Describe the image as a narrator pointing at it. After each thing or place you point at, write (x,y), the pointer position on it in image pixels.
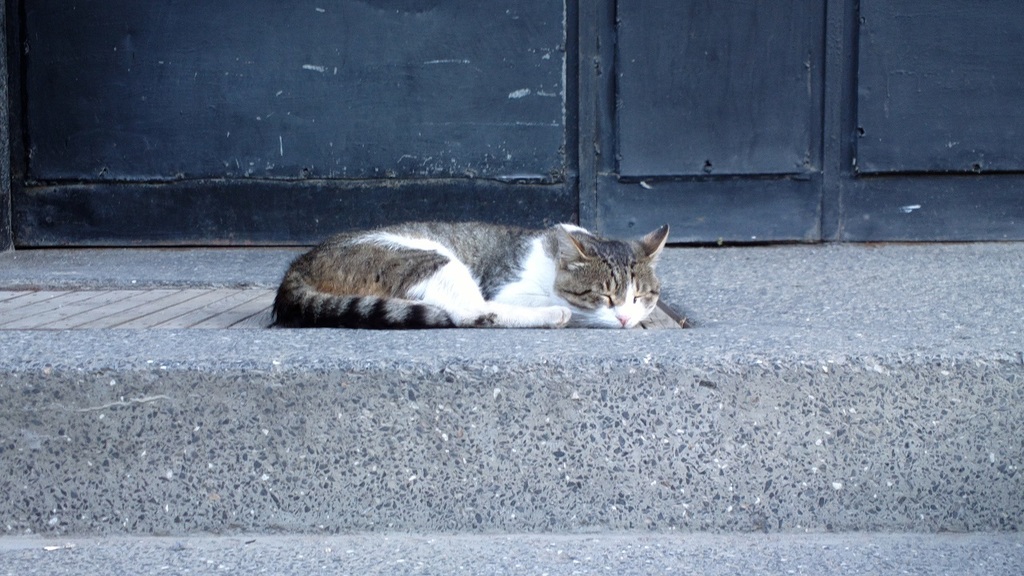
There is a cat (487,280) sleeping and lying on a wooden floor (240,300). In the back (604,94) there is a wall (754,90).
